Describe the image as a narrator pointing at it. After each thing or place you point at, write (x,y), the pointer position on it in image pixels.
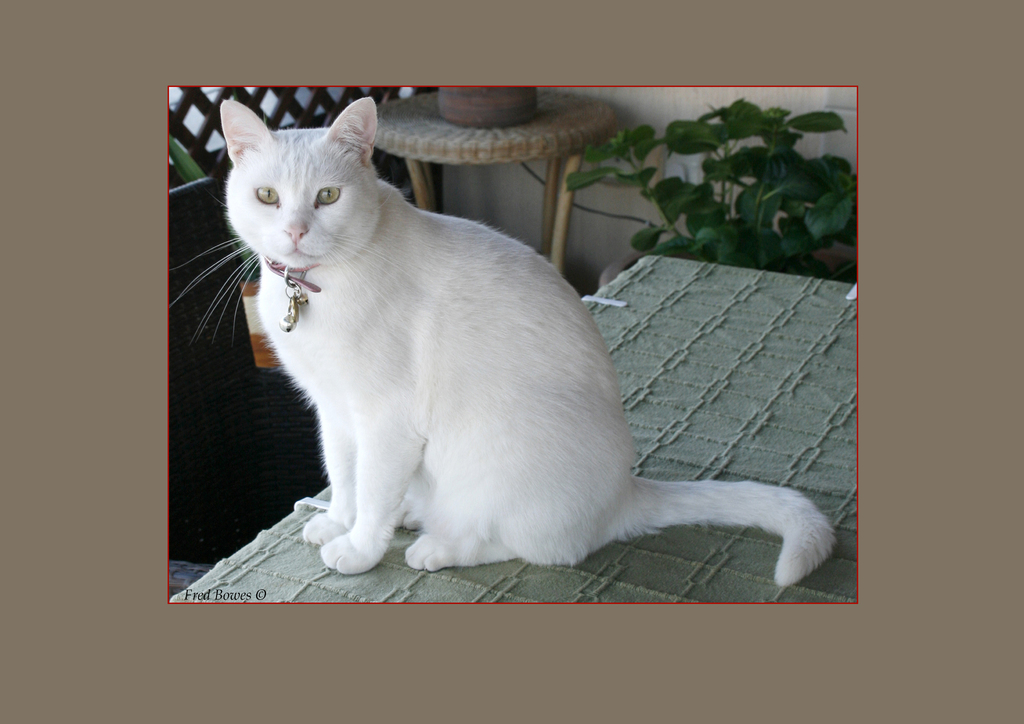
In this image there is a white color cat (614,422) on the table (659,392) which is covered with a cloth (723,403). Beside there is a stool (500,129) having pot (524,121) on it. Right side (817,188) there is a plant (807,207). Left top there is a fence (200,152).
